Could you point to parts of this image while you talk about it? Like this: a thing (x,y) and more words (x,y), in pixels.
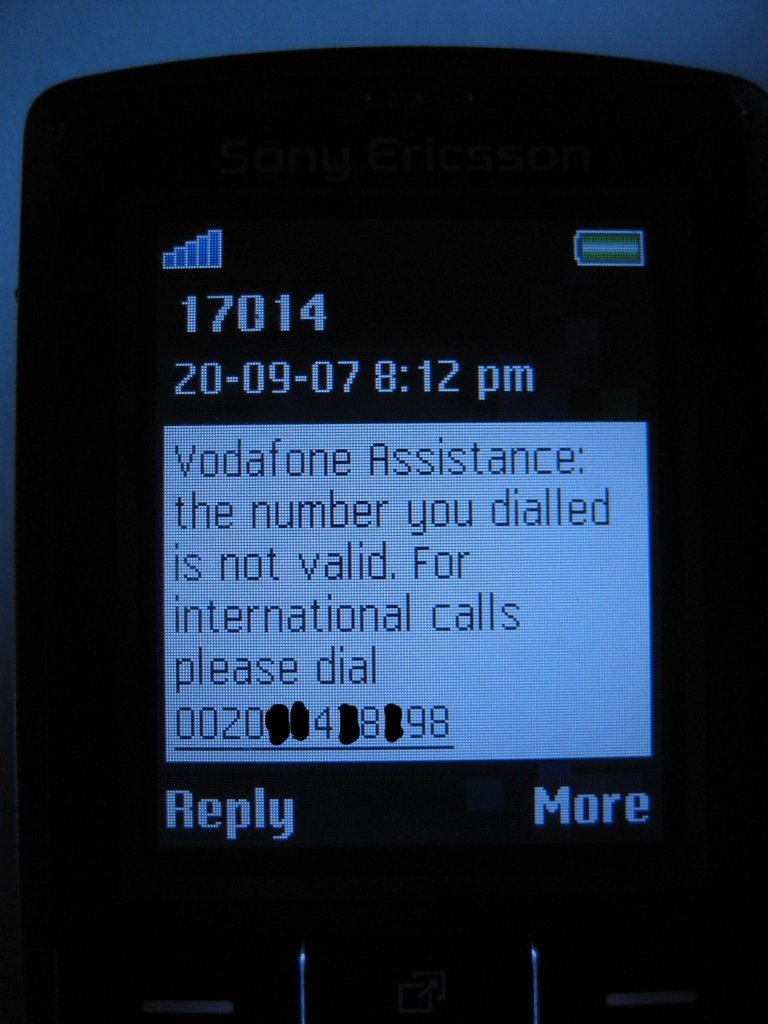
In this image we can see mobile (404,315) with some text (446,613) in it.
